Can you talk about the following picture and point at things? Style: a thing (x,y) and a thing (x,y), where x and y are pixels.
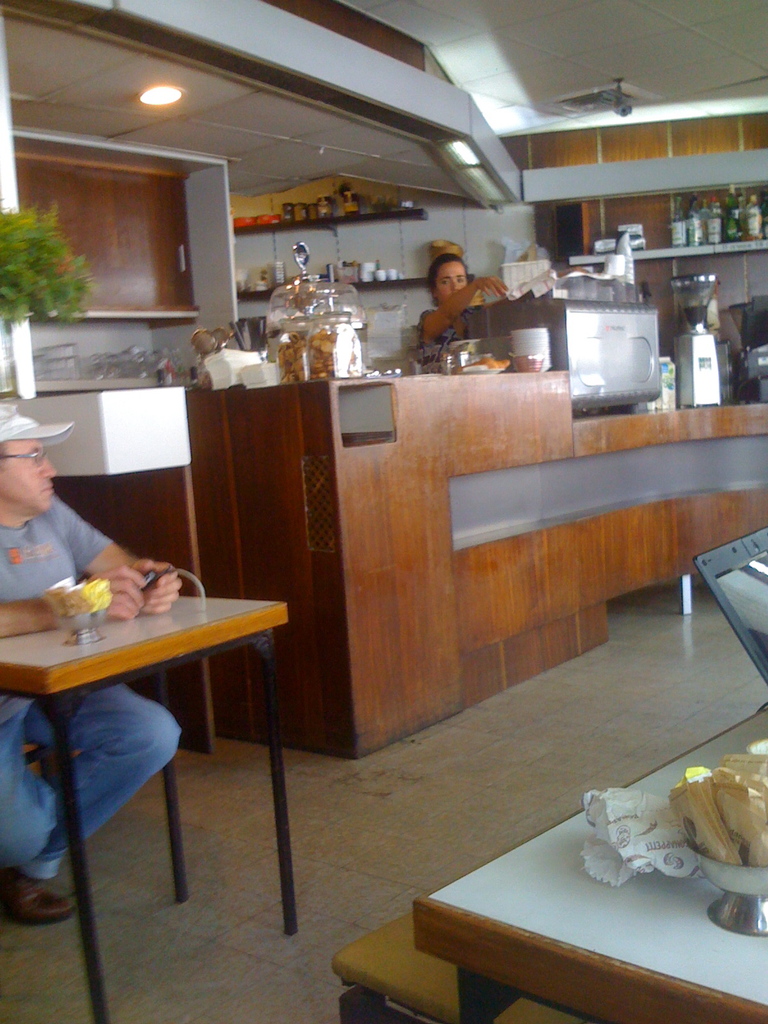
On the left (29,865) we can see one man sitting on the chair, in front (7,689) there is a table (134,668). On the right (728,981) we can see another table (704,989). In the background (233,382) there is a wall (297,5), light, table (506,605), plant (14,225) and few more objects (499,317) and one woman (432,313) standing.
